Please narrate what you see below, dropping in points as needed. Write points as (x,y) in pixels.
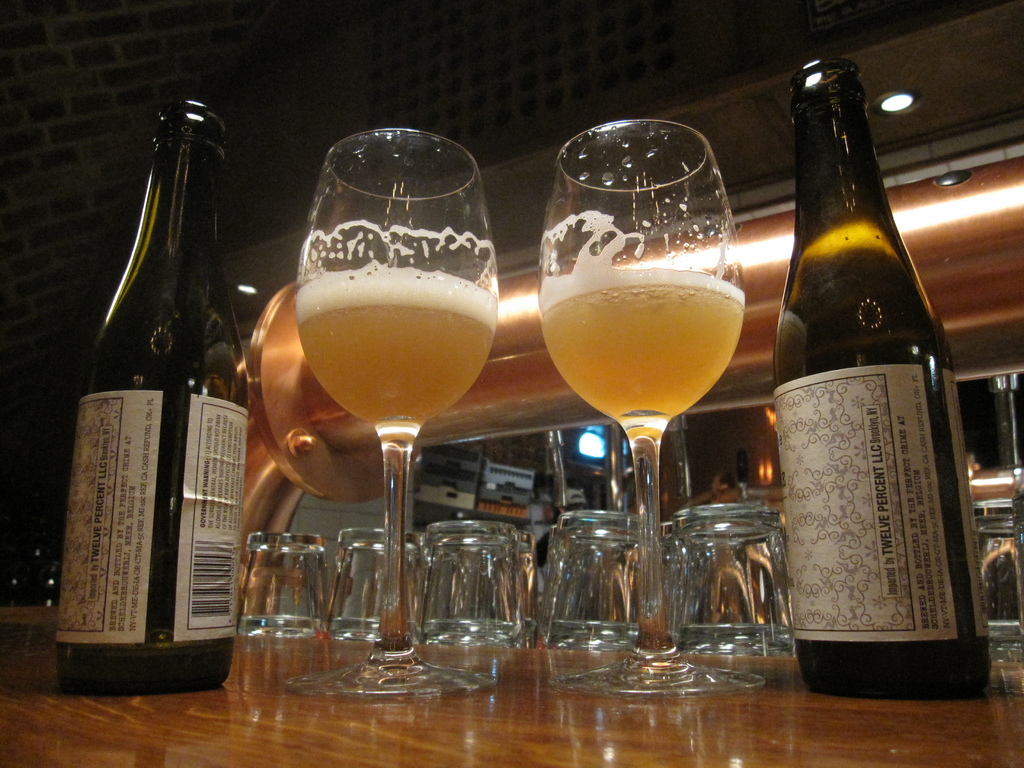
In the image in the center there is a table (717,764). On the table (717,764), we can see wine bottles (934,533), wine glasses (493,271) and shot glasses (438,634). In the background (54,212) there is a wall (54,212), roof (663,27), lights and a few other objects (972,235).
